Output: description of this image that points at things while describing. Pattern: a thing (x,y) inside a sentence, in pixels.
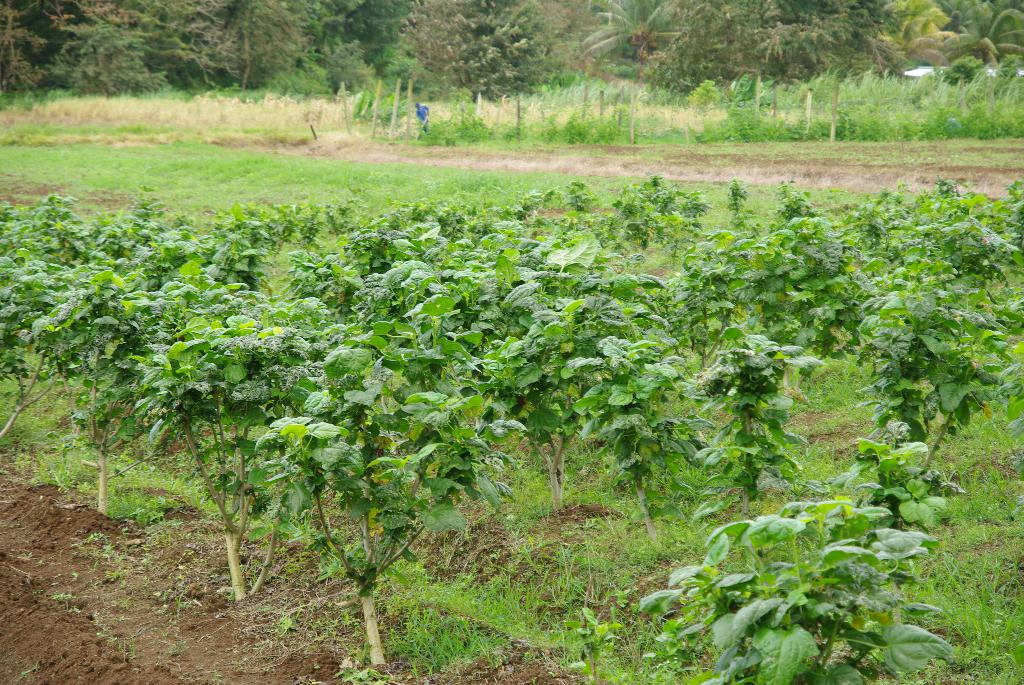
In the picture I can see plants (462,350), the grass (501,118), poles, a person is standing on the ground (450,175), trees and some other objects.
